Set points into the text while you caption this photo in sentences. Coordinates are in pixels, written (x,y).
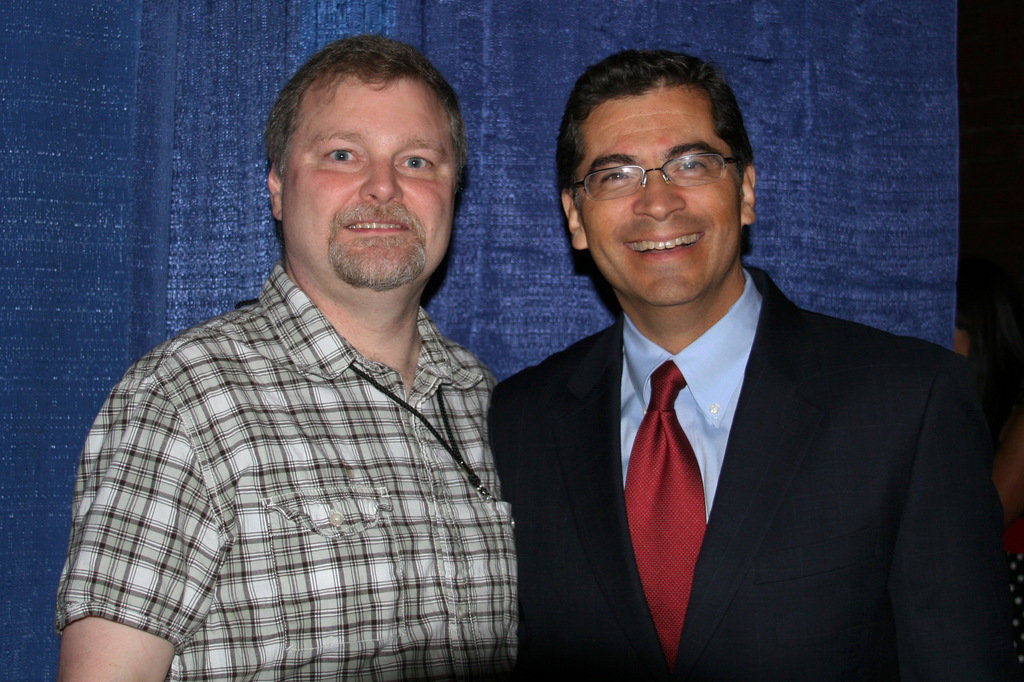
In the picture we can see two men (970,479) standing, one man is wearing a blazer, tie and shirt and one man (434,193) is wearing a shirt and a tag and they are smiling and in the background (841,115) we can see a curtain (54,260) which is blue in color.
